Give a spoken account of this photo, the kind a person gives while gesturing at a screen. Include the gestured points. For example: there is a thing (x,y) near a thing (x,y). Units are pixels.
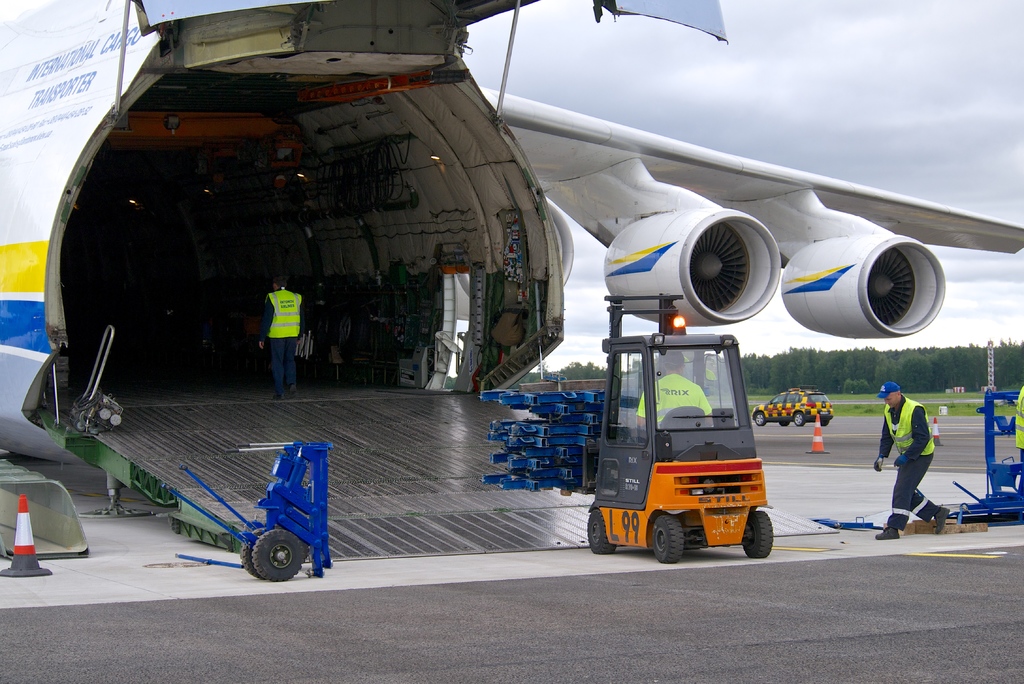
Here we can see the inside view of an aircraft (244,251). Here we can see a person (287,371) is walking. On the right side of the image (880,535), we can see few people (903,458). Here we can see vehicle (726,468) on the road (877,555), traffic cone (3,573) few objects (1004,431). In the middle of the image (672,395), a person (681,398) is riding a vehicle (664,484). Background (1001,378) there are so many tree (974,389), grass (967,406) and sky (479,37).
